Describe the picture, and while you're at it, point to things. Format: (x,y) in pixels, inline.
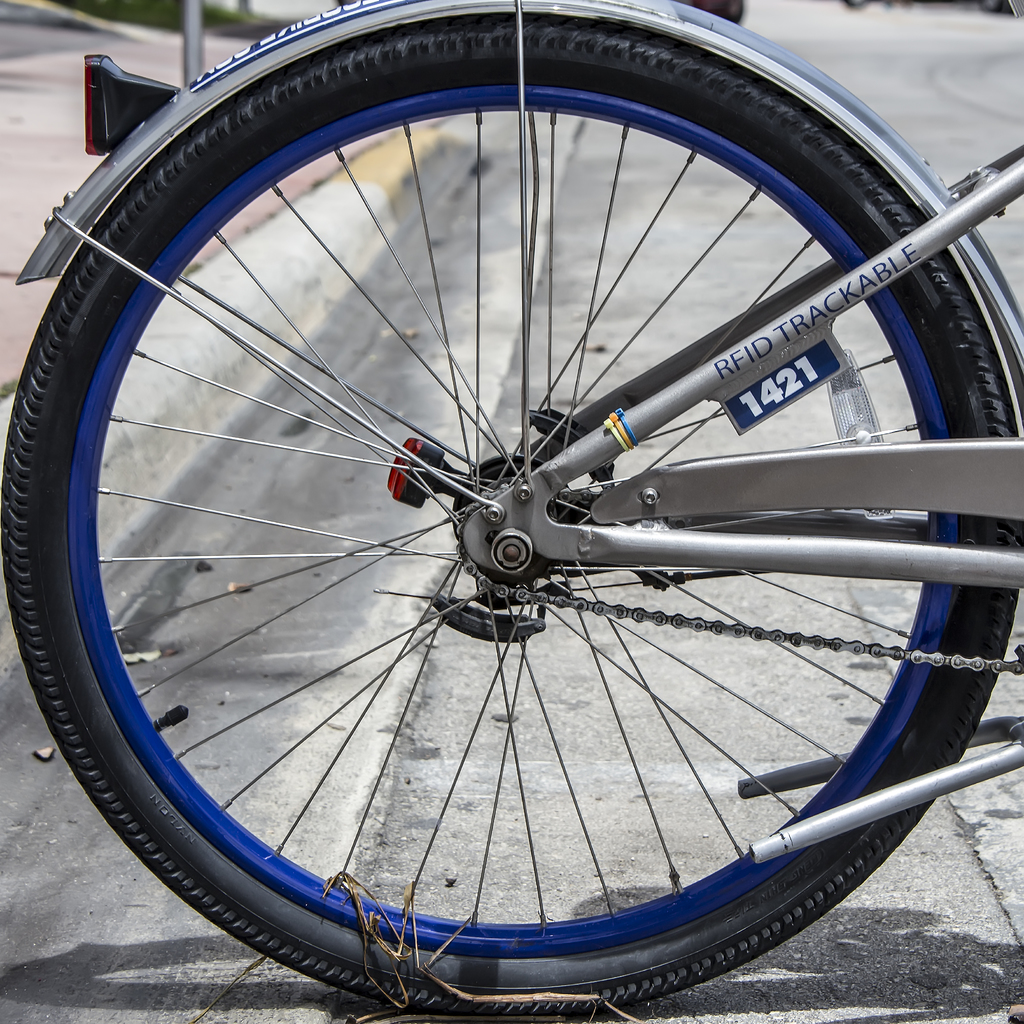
This picture shows a bicycle (989,257). It is grey in color and blue color to the rim (616,942).
